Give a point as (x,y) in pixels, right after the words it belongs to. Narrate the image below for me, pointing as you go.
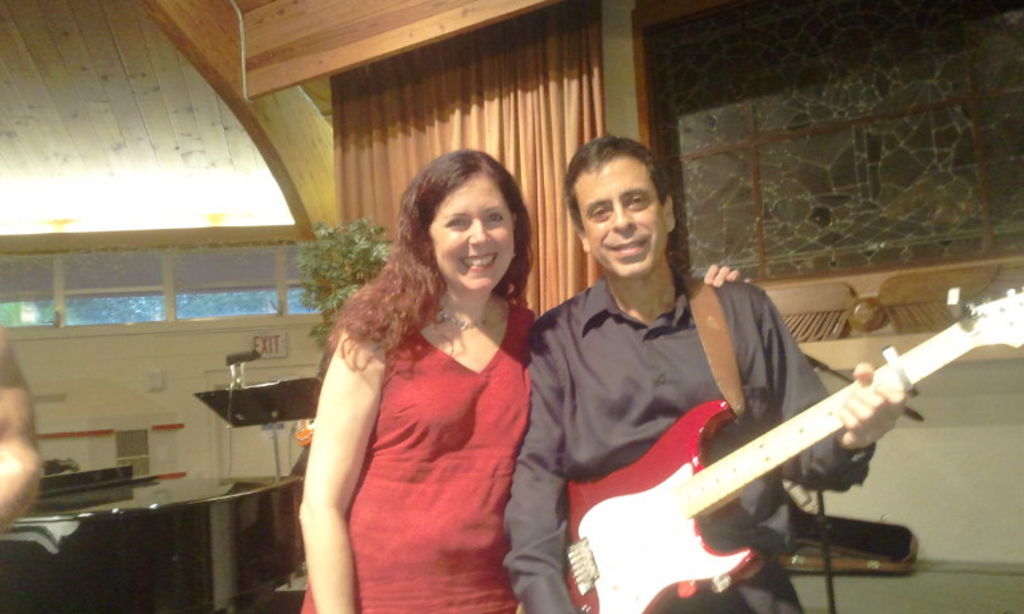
In the middle (636,360) a man (757,491) is holding the guitar (740,483), he wore a shirt (659,430), beside him a woman (500,372) is smiling. She wore red color dress (456,458), behind them there is a curtain (543,197). On the left side (239,449) there's the door (266,444).
